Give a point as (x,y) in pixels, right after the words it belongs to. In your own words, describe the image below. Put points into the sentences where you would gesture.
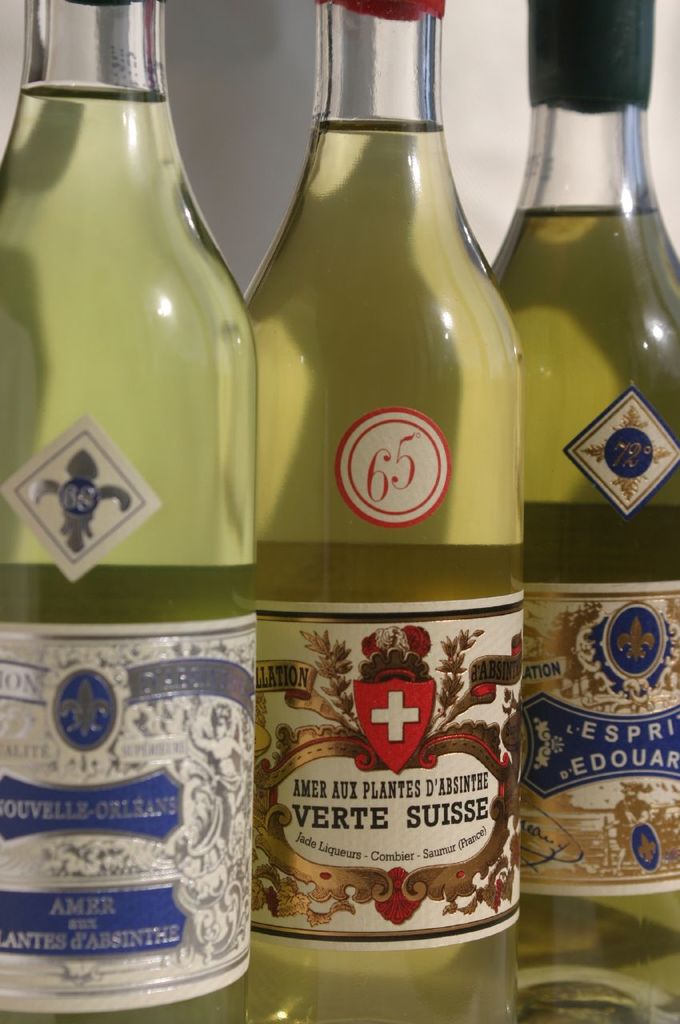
A picture of a 3 bottles (398,1016) with liquid (101,361).
